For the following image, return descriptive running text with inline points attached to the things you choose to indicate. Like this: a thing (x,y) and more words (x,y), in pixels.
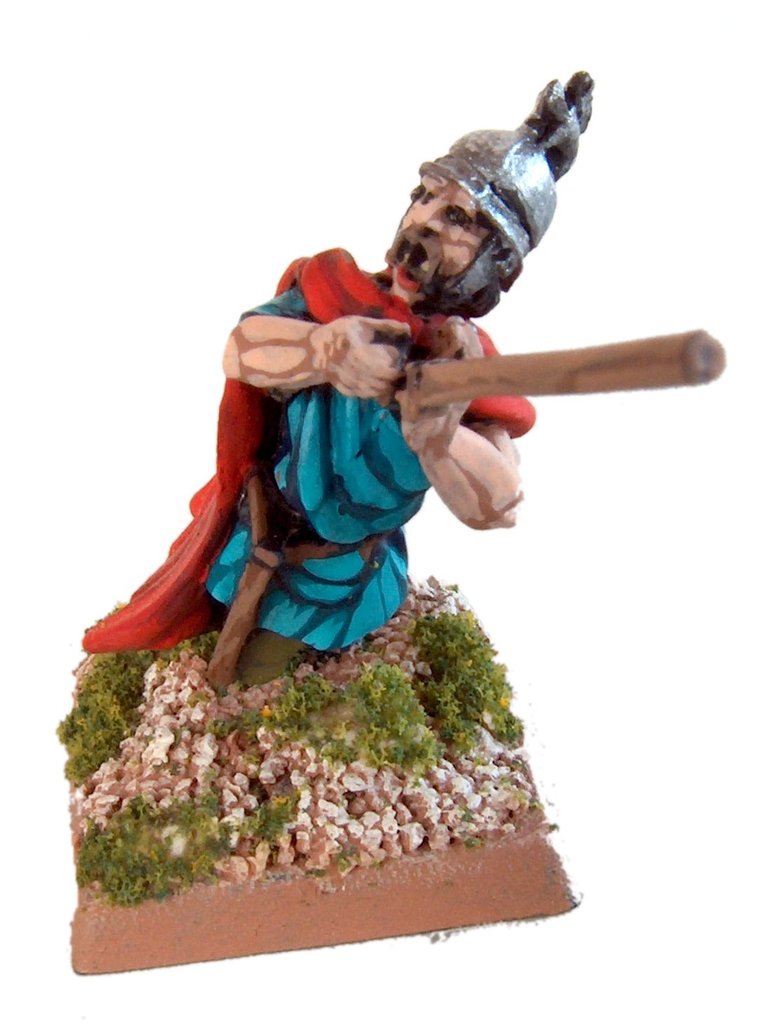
In this image we can see a sculpture (354,532) of a man (329,624).
